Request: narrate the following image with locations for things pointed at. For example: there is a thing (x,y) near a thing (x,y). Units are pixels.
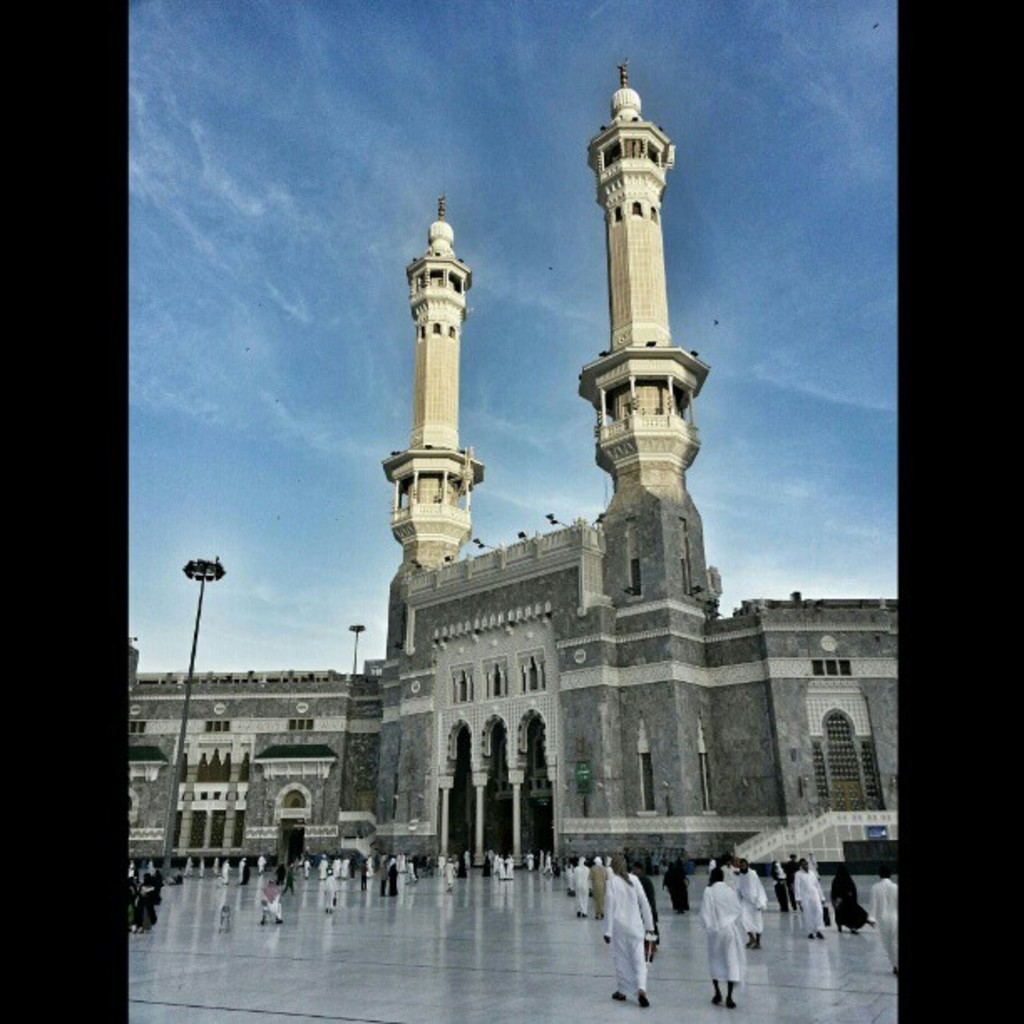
In the image we can see the building (561,681) and there are people (530,863) walking, they are wearing clothes (613,948). Here we can see the light poles (190,679), floor (388,947) and the sky (273,270).
